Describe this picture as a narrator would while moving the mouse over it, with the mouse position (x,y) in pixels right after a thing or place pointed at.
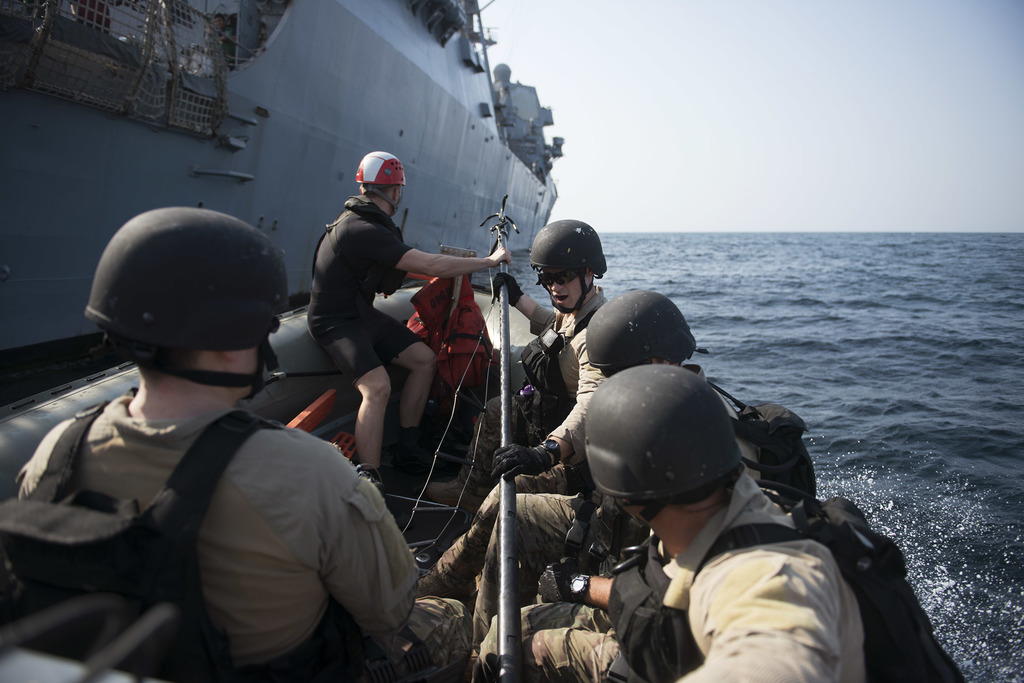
This image consists of a boat (45,662). There are so many persons (395,642) sitting in the boat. They are wearing military dresses (449,602). There is water (815,422) on the right side (837,426). There is sky (754,158) at the top (730,219).
